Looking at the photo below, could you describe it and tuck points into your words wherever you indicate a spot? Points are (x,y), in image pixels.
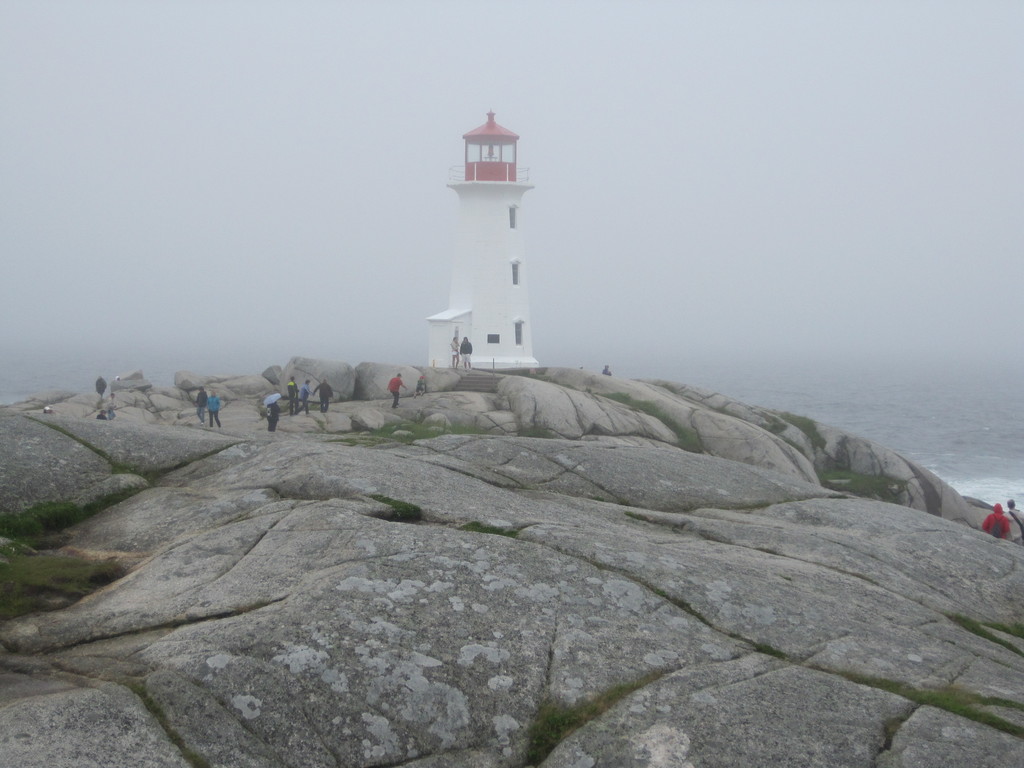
In this image I can see a lighthouse (505,242), few people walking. I can see the water (958,475), rock (440,581) and the sky (465,118) is in white color.
